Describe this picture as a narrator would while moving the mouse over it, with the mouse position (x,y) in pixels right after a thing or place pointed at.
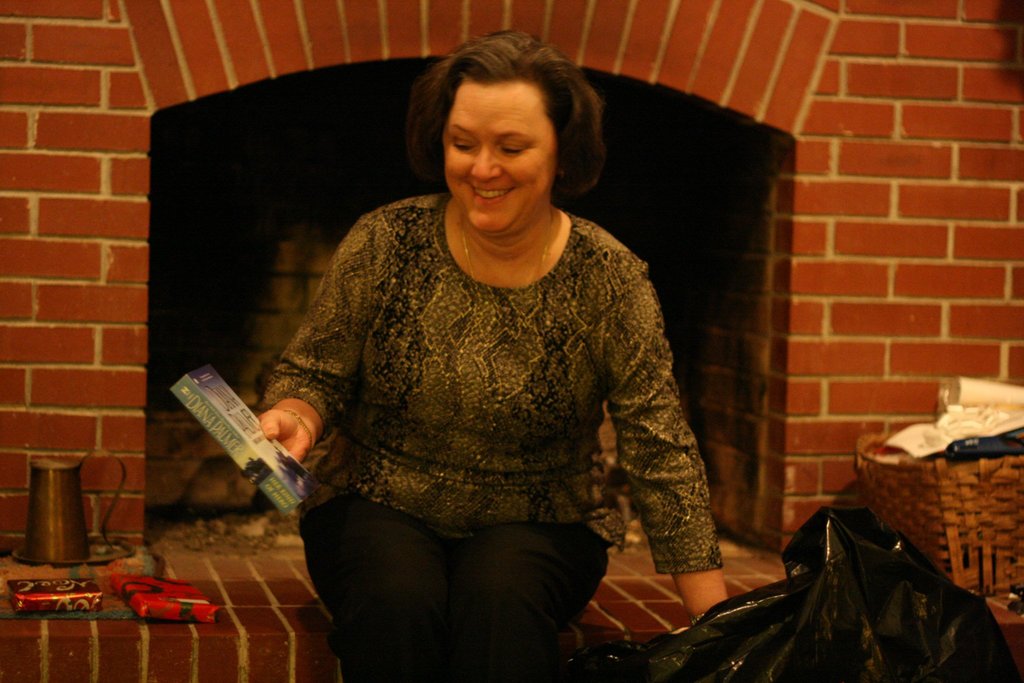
In this image I can see a woman (581,499) is sitting and is holding a box (210,370) in hand (308,439). In the background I can see some objects (40,495), basket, cover (894,560) and a wall (964,276). This image is taken may be in a hall.
